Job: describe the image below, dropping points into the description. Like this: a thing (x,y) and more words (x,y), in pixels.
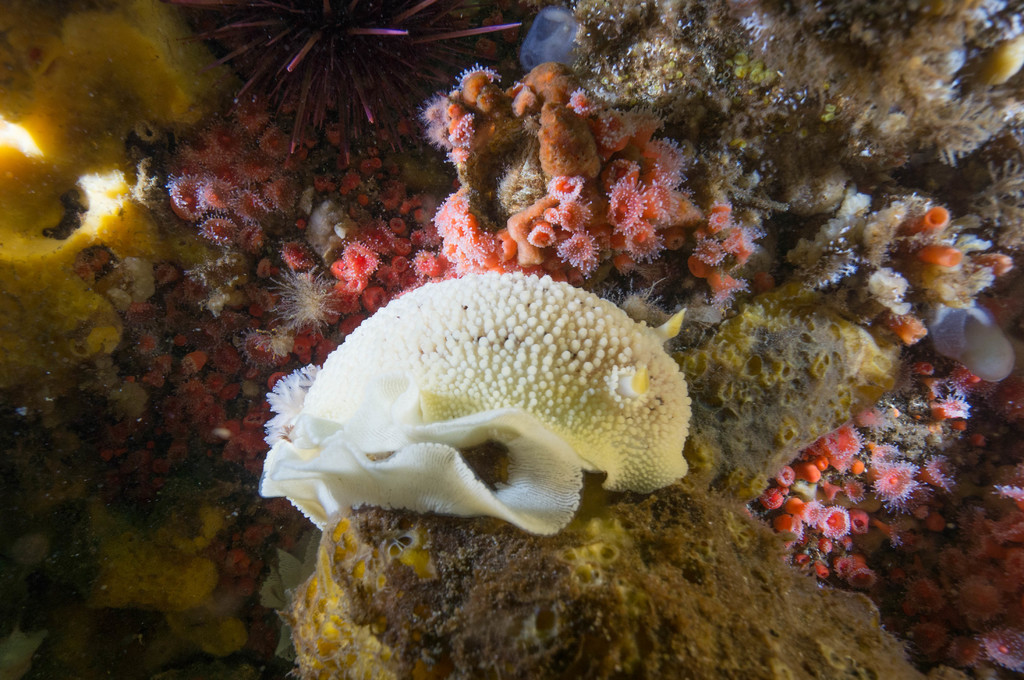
In this image we can see an underwater environment (430,348).
